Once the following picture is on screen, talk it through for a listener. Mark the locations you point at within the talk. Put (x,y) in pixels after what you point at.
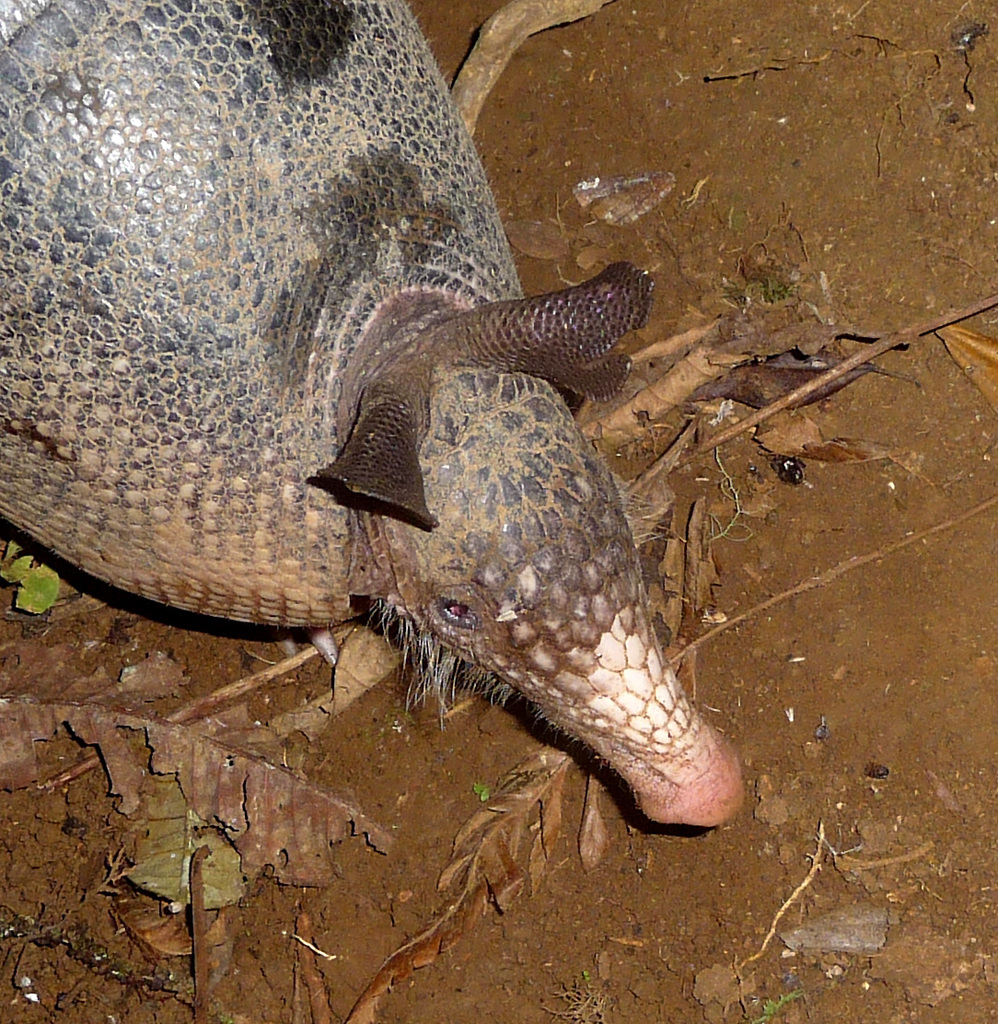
In this image we can see an animal (394,519) on the ground (412,847). We can also see some dried leaves (299,826).
